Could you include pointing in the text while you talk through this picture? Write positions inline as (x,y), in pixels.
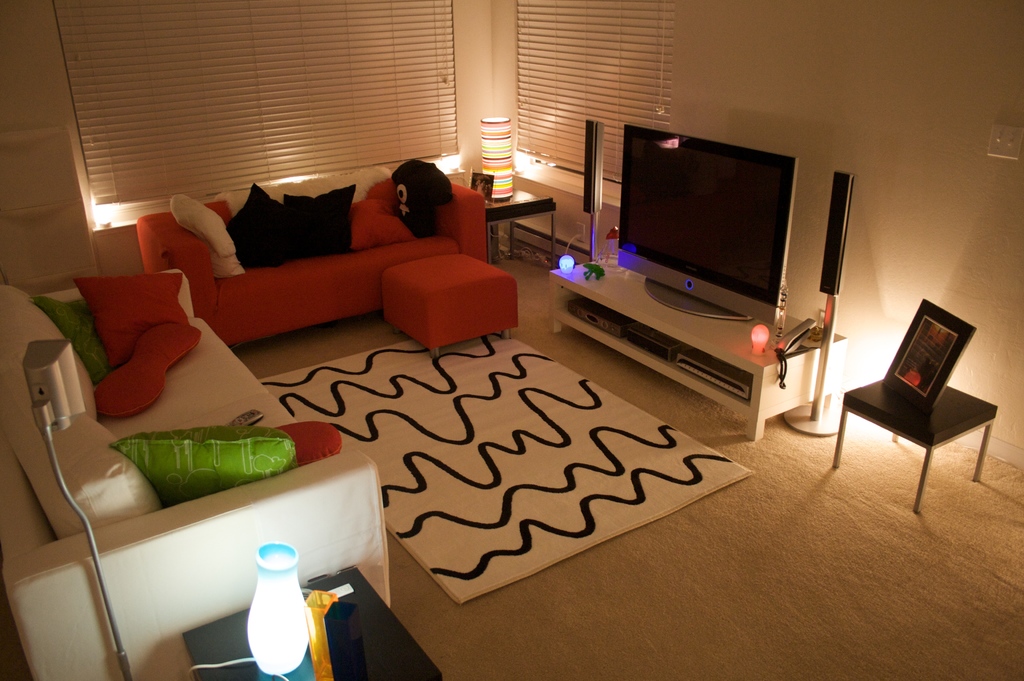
There are sofas (377,278), tables (914,414). On the sofa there are pillows (315,235). And there is a table (694,335). On the table (691,322) there is a TV (691,254), speakers (828,270), telephone (793,347) and lights (758,335). Under the TV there is a DVD player (703,367). Near the TV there is a table (924,424). On the table (935,435) there is a photo frame (921,333). On the corner there is a table lamp (504,162). In the background (557,76) there are curtains (199,112).
